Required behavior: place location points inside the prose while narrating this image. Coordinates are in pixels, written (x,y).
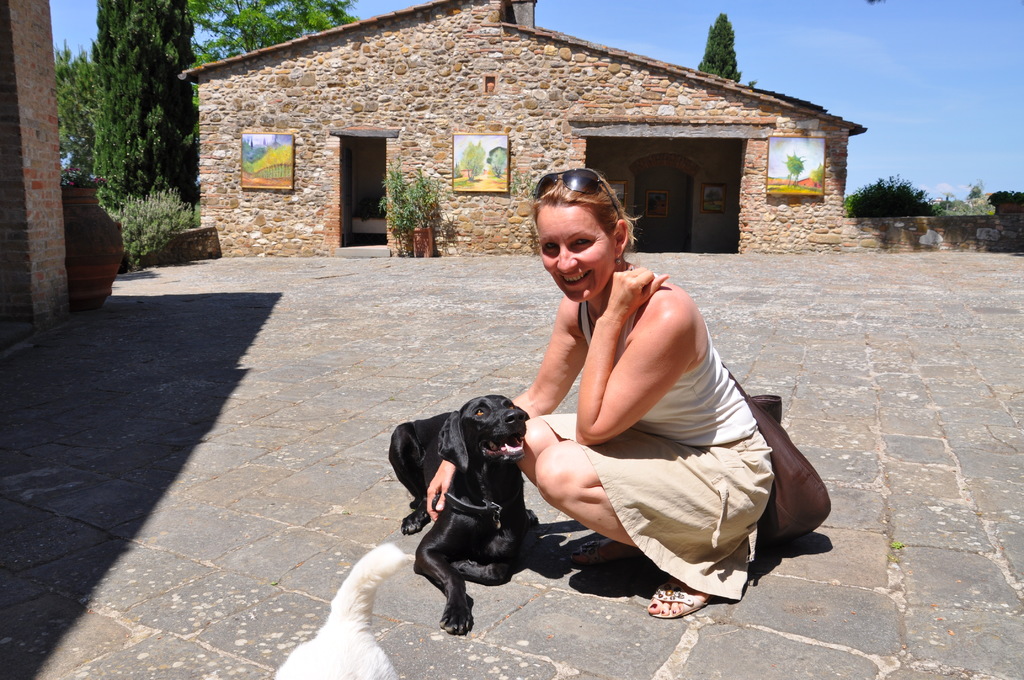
In this image we have a woman (702,396) who is wearing a white color top (697,396) and glasses (581,182) on her head (580,197). She is smiling and she is sitting on the ground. Beside the woman (593,440) we have black color dog (476,502) who is also sitting on the ground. Behind the woman (436,493) we can see a house (379,94) and a plant (412,203). Beside the house (403,162) we can see a tree (131,79) and on the right side of the image (943,70) we have a blue sky (884,64).
